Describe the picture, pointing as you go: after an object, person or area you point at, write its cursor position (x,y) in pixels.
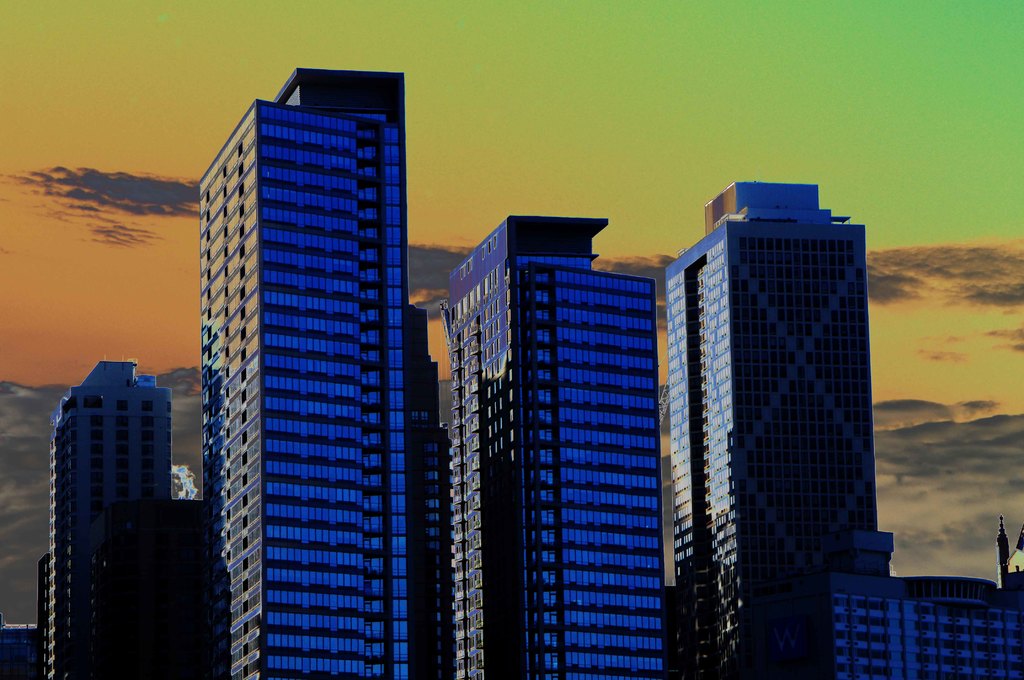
In the image there are sky scrapers (335,490) in the front (869,652) and above its sky (749,150) with clouds (1015,415).
